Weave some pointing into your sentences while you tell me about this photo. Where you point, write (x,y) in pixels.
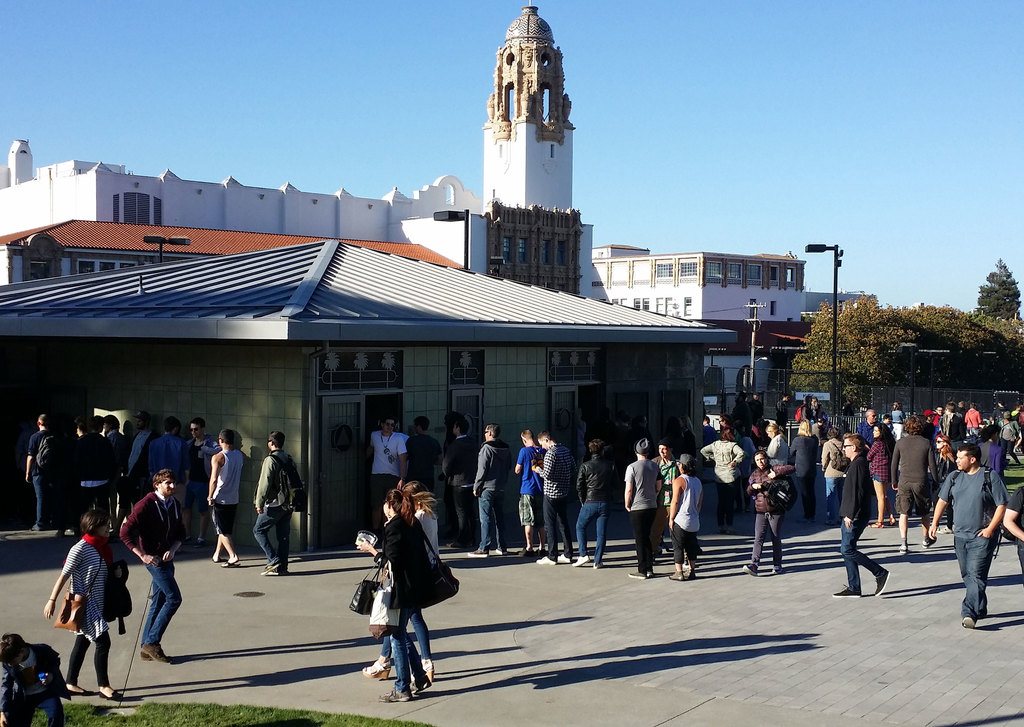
Here there are few people (35,523) standing and walking on the ground (338,568) and among them few are carrying bags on their shoulder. In the background (390,182) we can see buildings (711,292), trees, windows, poles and sky (360,95).
